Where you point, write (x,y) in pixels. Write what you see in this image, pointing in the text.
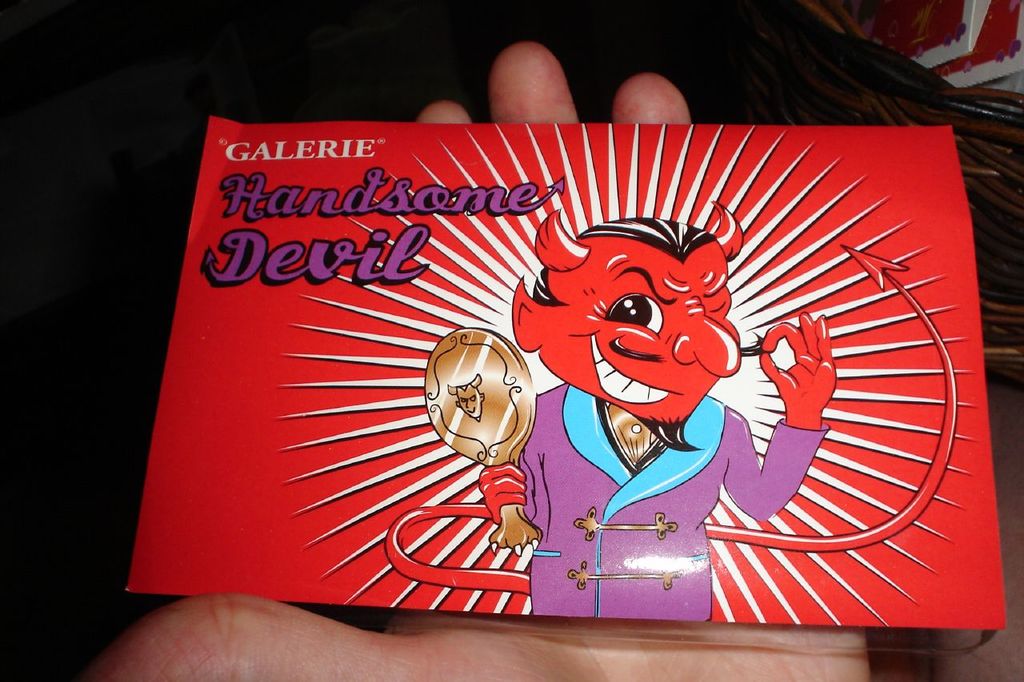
In this image we can see the hand (463,652) of a person (358,655) holding a card (690,519) containing the picture (748,439) and some text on it. On the right side (978,268) we can see some objects (938,54) in a basket (1014,279).
